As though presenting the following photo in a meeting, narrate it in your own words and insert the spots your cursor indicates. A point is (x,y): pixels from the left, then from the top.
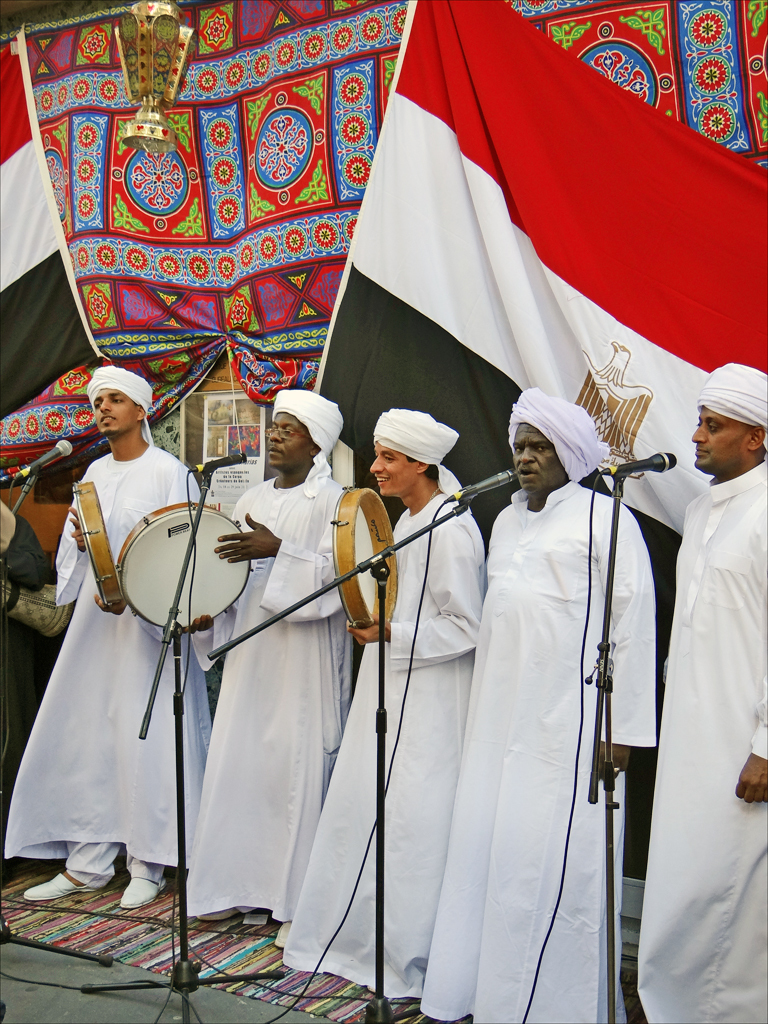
In this picture we can see some men (513,526) wearing white color gowns (515,730), standing on the stage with band (228,517) and singing on the microphones (177,730). Behind there is a red flag (444,260) and design curtains (115,260). On the top (146,57) there is a hanging golden light (124,54).
